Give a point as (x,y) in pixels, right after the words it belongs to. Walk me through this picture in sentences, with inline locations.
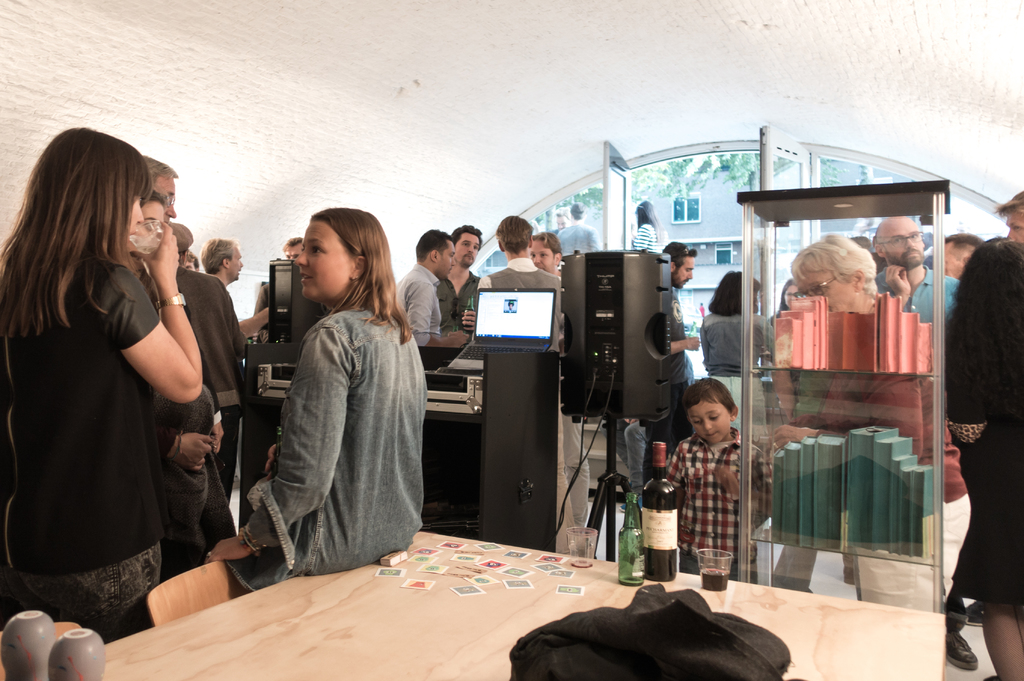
In this image we can see a group of people (433,268) standing under a roof (468,201). In that some are holding the bottles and glasses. We can also see a chair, a table (359,615) containing some cards (473,593), bottles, glasses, a cloth (668,679) and some objects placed on it, a group of books (793,340) placed in the racks (854,552) and a table (435,516) containing a laptop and CPU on it. On the backside (710,264) we can see a door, a building (707,243) with windows (717,253) and some branches (676,170) of a tree (654,176).
